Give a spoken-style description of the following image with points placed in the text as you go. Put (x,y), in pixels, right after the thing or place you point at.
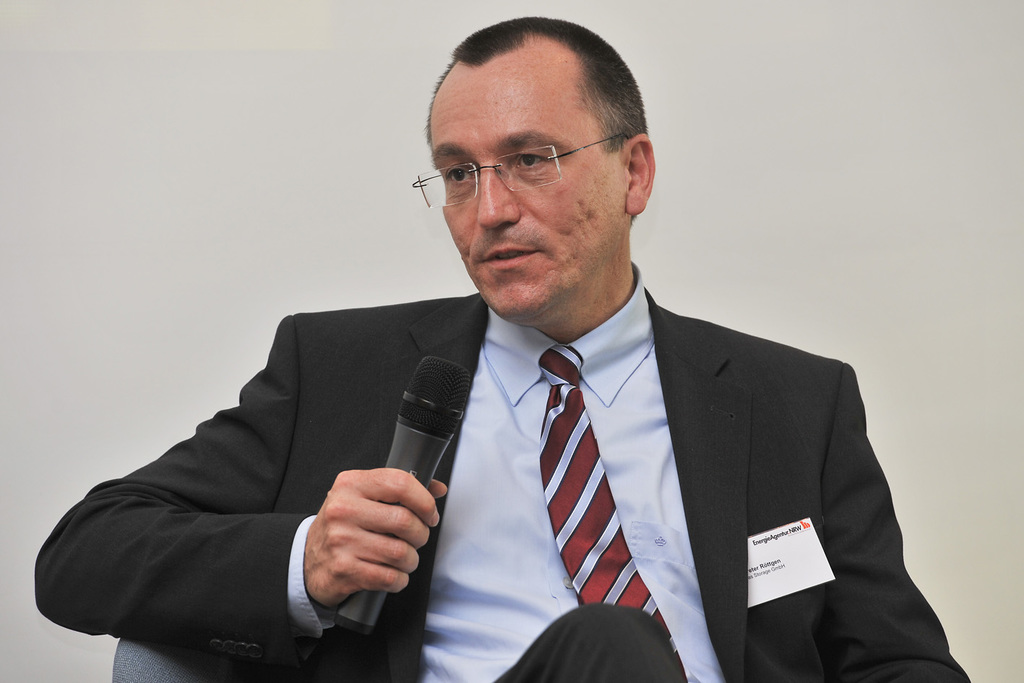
A man (366,475) is sitting in the chair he wear a tie (593,469), shirt (659,443) and talking in the microphone (432,436).
